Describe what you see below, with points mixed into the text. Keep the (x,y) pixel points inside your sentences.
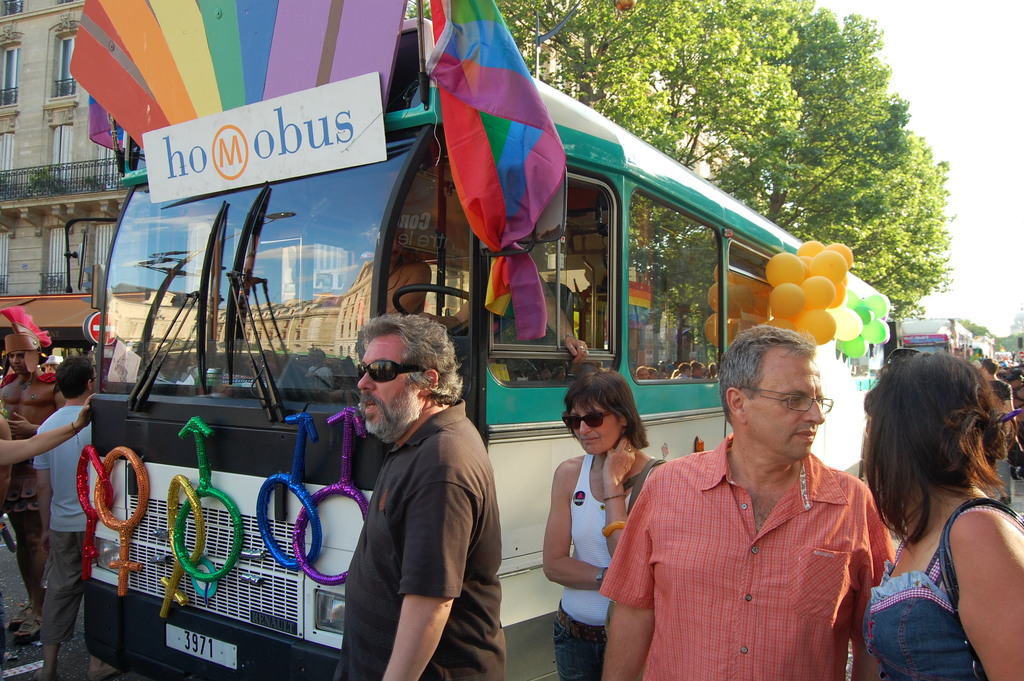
In this image there is a bus (603,244) in the middle (581,274). To the bus (590,253) there are balloons (819,287), flags (446,113) and some decorative items (200,467). In the background (916,333) there are few other buses (926,325) in the line. Beside the buses (956,333) there are so many people (871,523) who are standing and talking with each other. On the left side (45,107) top there is a building (46,165). Behind the bus (558,199) there is a tree (719,61).
